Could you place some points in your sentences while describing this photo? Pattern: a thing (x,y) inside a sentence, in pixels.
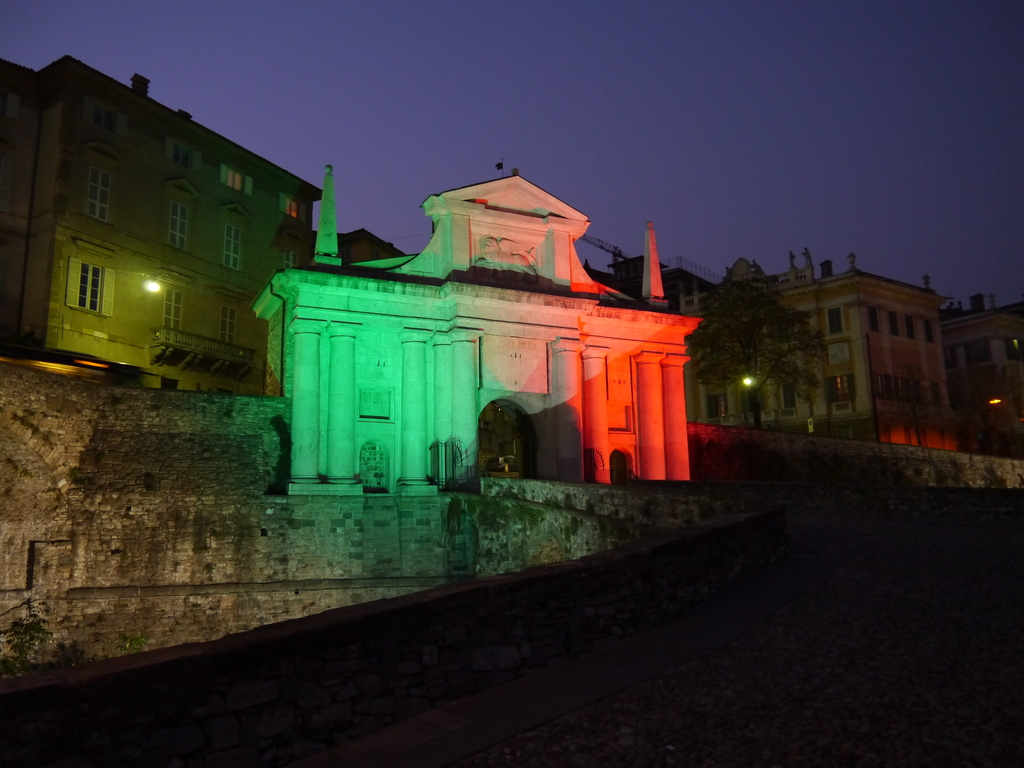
In the foreground (416,608) I can see a wall fence (465,626), buildings (655,369), trees (696,366), light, windows (236,232) and the sky (577,155). This image is taken may be during night.
